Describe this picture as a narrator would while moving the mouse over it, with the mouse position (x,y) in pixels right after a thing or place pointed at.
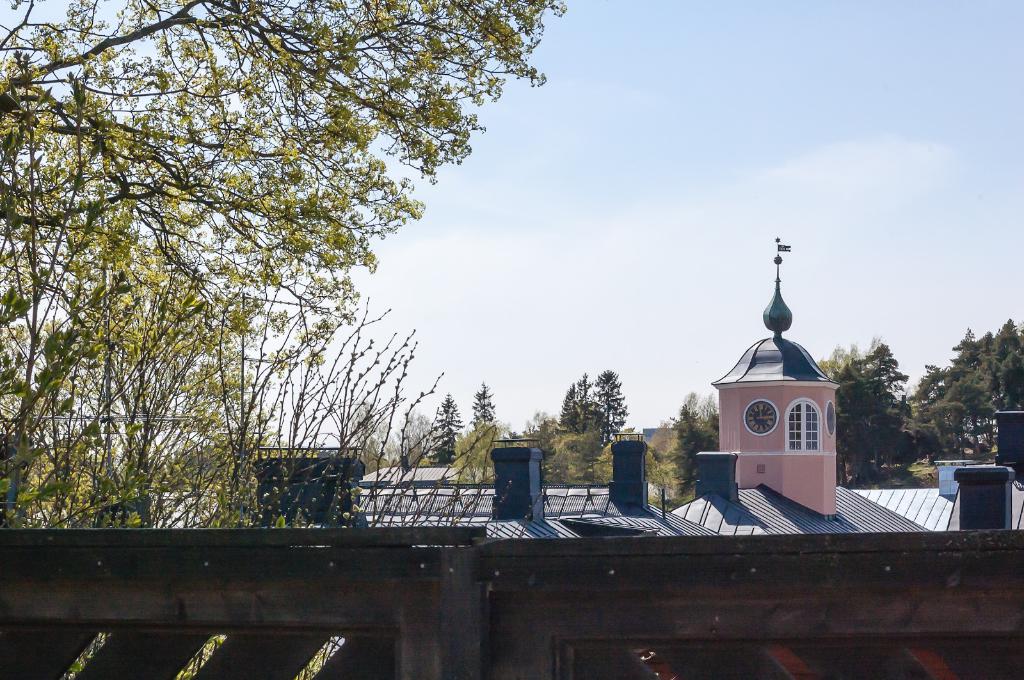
In this image we can see top roof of the buildings (501,449). Behind the buildings (824,445) trees (952,408) are there. At the top of the image (542,148) sky (621,145) is there and tree branch (136,149) is present.
